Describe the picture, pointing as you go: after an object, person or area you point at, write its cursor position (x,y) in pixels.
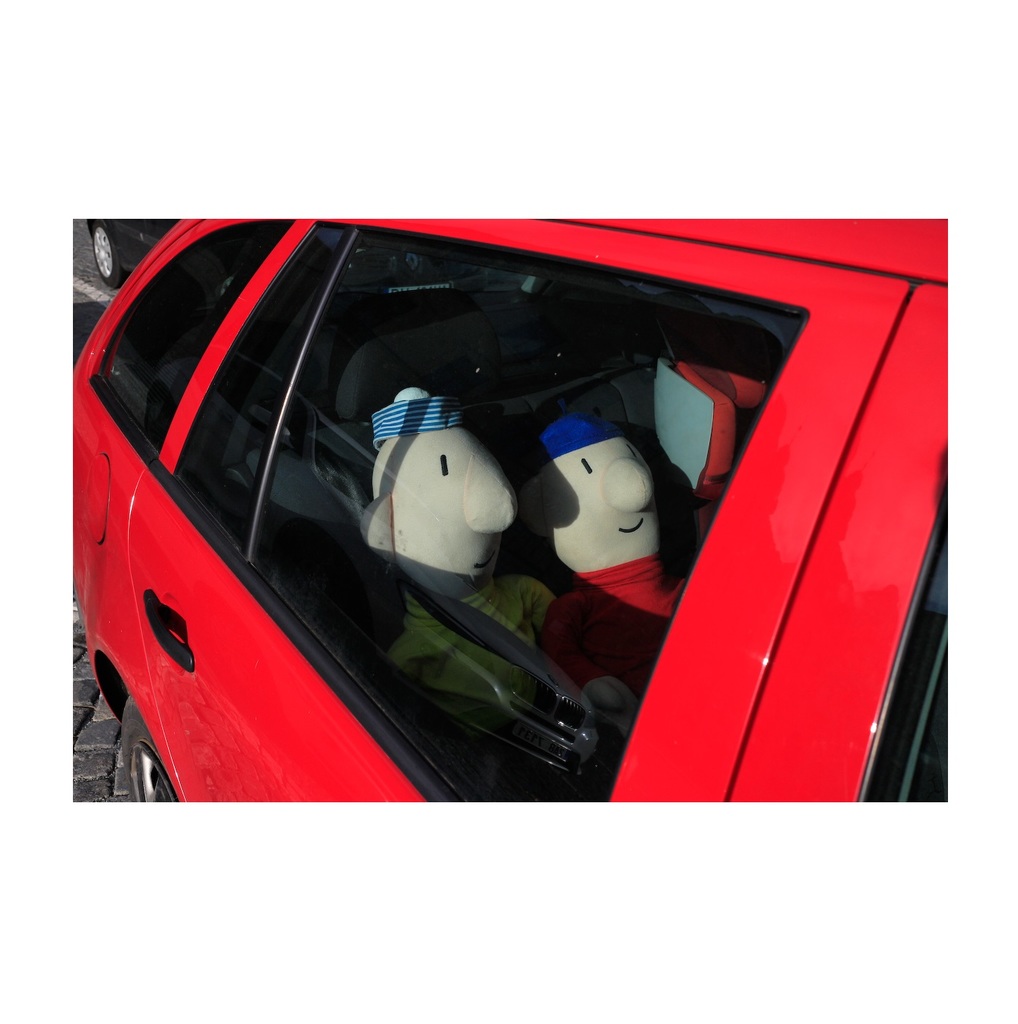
In this image, there is a vehicle (762,756) on a road (85,282). In this vehicle (642,424), there are dolls (627,460). In the background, there is another vehicle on the road (74,272).
